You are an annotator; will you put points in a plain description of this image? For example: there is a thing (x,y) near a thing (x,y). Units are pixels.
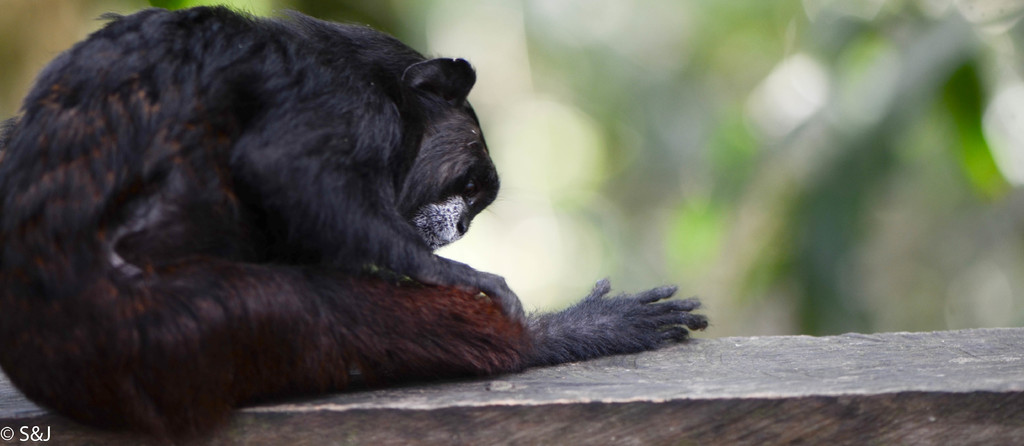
There is a black color monkey (368,71) sitting on the wall (941,395). In the left bottom corner (31,434), there is a watermark (46,429). In the background (549,46), there are trees (875,17).
